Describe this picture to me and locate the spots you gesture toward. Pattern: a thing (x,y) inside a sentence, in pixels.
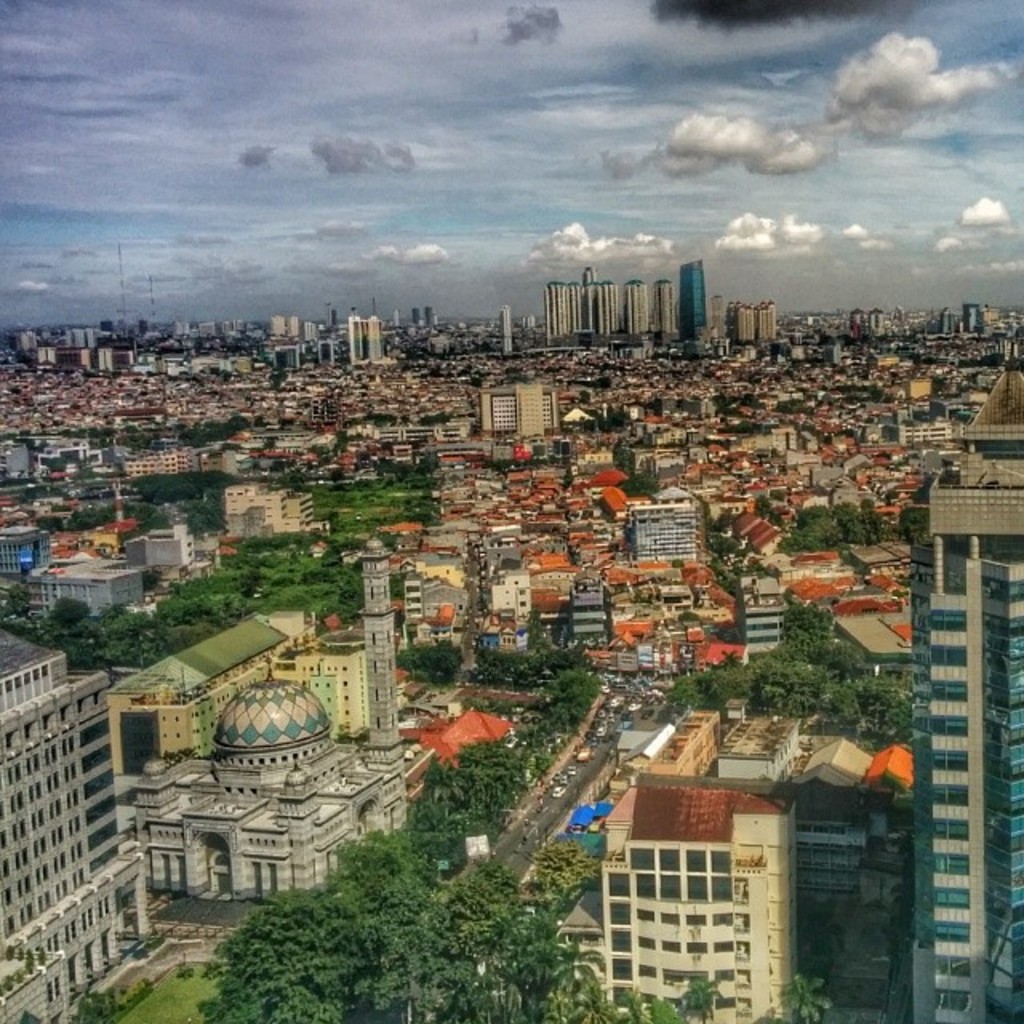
Here this is an aerial view, in which we can see number of buildings (811,892) and houses (691,579) covered all over the place and we can also see plants (454,809) and trees (457,662) present on the ground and we can see vehicles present on the road (626,674) and we can see clouds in the sky (667,248).
